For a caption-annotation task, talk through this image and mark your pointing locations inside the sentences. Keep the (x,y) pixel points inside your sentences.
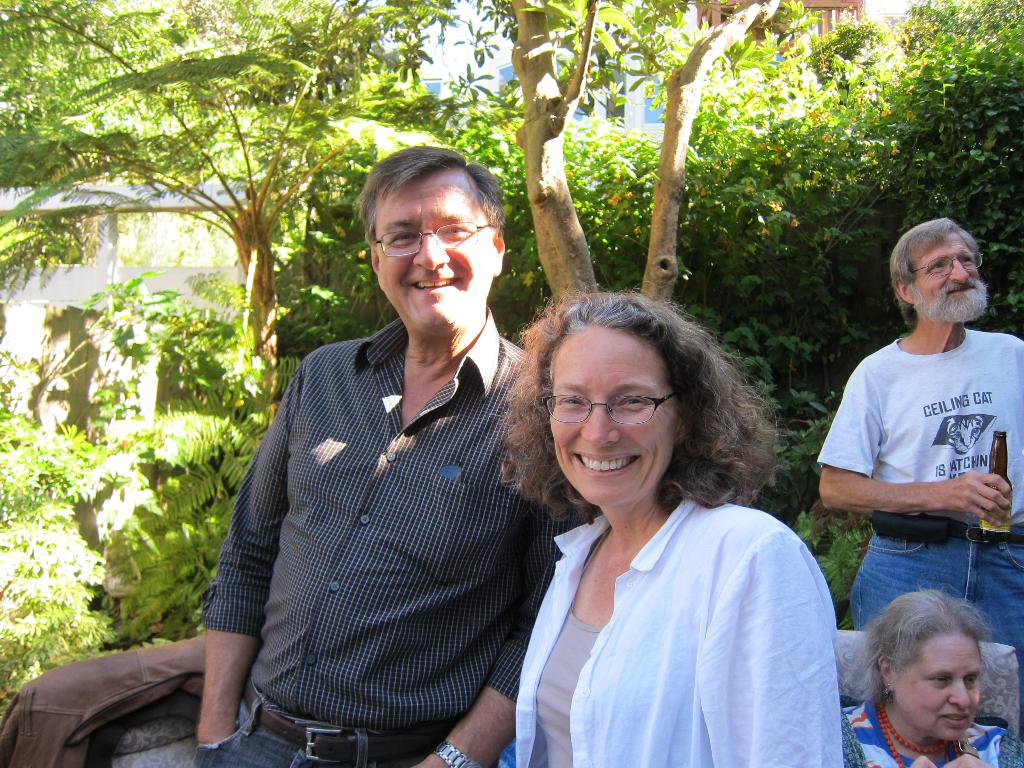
In this image in the middle (424,491) there is a man (473,510), he wears a shirt (399,560), trouser (226,741), belt (276,718), he is smiling and there is a woman (623,574), she wears a shirt (625,623), she is smiling. On the right (963,513) there is a man (927,482), he wears a t shirt (941,440), trouser (961,576), he is holding a bottle (1005,525), in front of him there is a woman (910,682). In the background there are trees (496,117), buildings (598,90).
